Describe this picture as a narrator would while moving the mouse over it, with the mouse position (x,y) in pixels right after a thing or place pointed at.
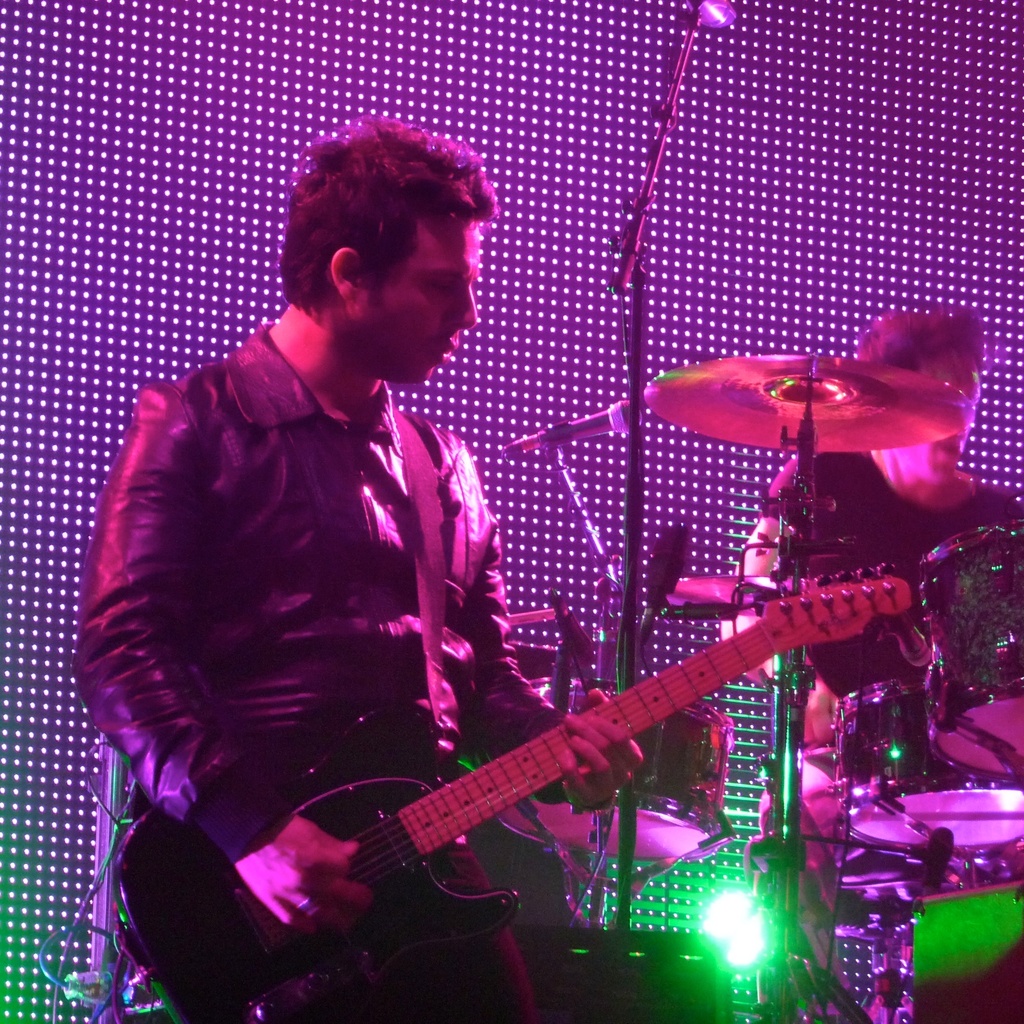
In this image we can see a person (310,713) playing with a musical instrument (424,878). In the background of the image (655,343) there is a person (834,570), musical instruments (747,379), lights (736,503) and other objects (683,989).
